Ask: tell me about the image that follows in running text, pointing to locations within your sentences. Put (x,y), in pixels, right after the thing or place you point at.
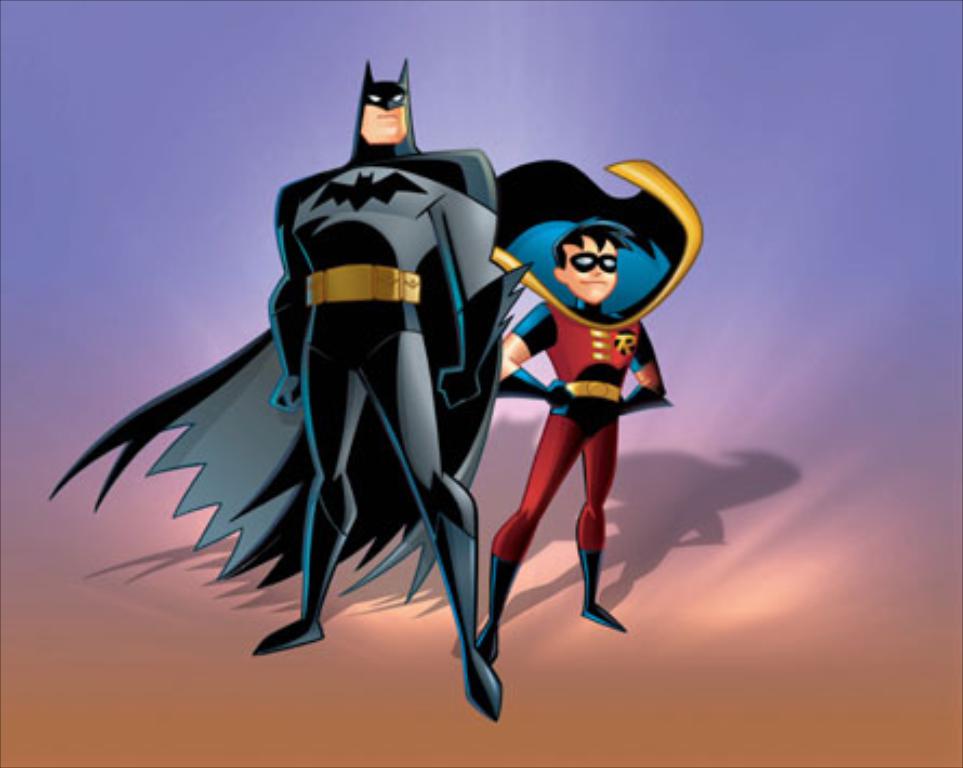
This is an animated image. In this image we can see animated characters (477,368).
